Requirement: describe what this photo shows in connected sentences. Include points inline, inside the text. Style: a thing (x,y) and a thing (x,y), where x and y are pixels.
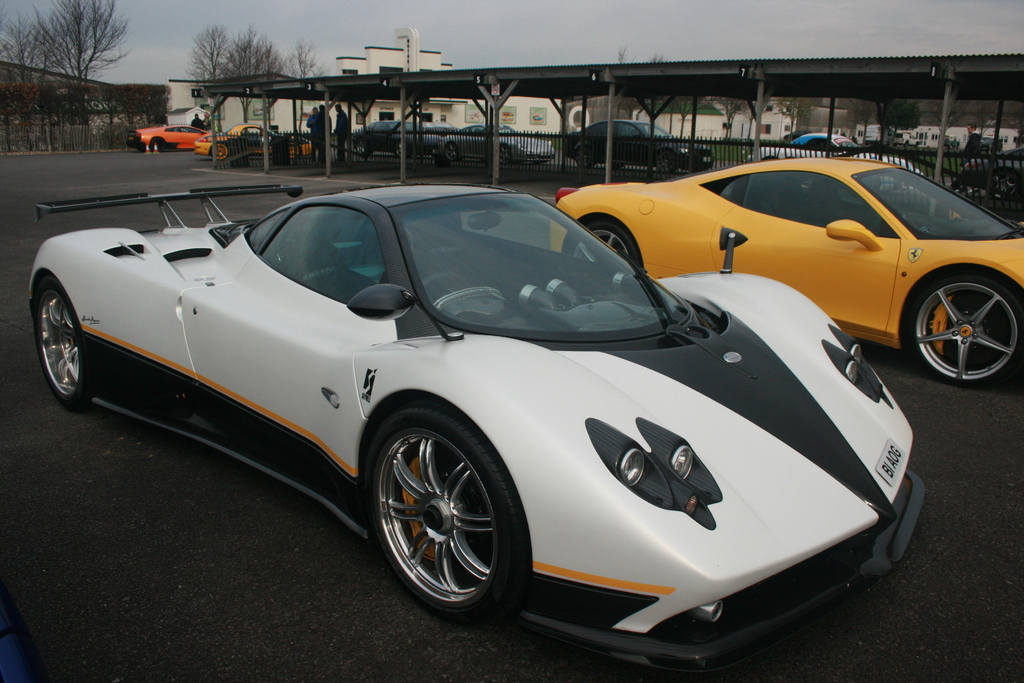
In the image there are two cars (543,309) and behind the cars (528,333) there is a fencing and behind that fencing (296,158) there are many other cars (210,155) and on the left side (210,67) there are many other trees (228,40) and in front of the trees (251,73) there is a building (406,48).
